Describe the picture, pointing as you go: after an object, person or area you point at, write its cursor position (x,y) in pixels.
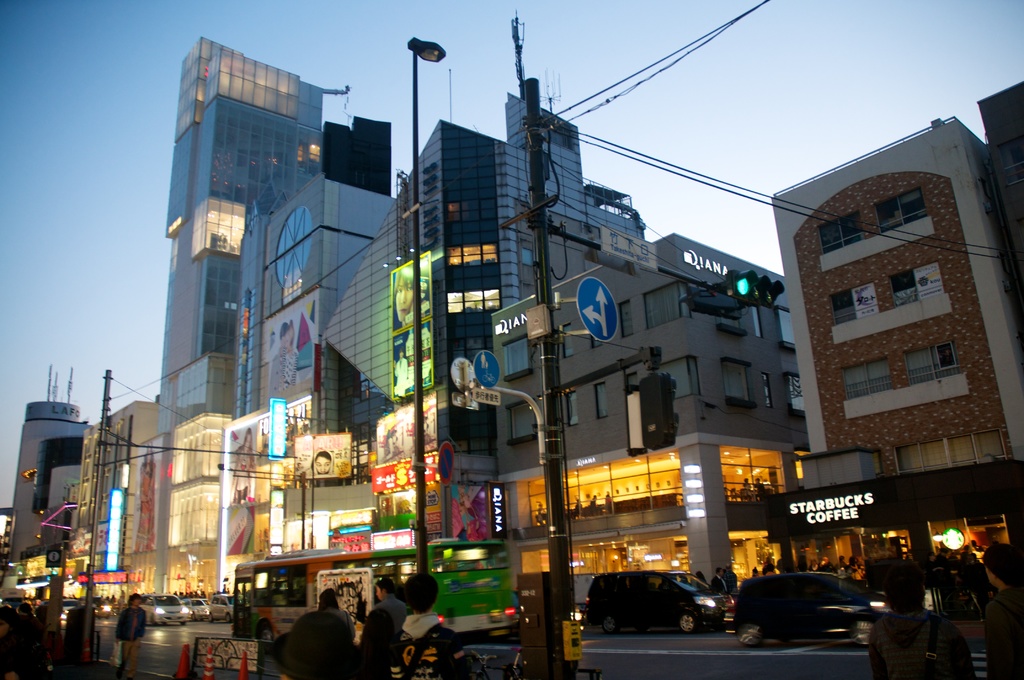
In this picture I can see there are two people (938,635) standing on to right side (920,642) corner and there are few others on the walk way (60,677) and there are few poles (556,551) with lights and traffic lights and in the backdrop (629,332) there are buildings (811,360) with name boards (407,484) and banners (316,469), the buildings (216,460) have glass windows (351,412) and walls (800,427). The sky (77,15) is clear.
